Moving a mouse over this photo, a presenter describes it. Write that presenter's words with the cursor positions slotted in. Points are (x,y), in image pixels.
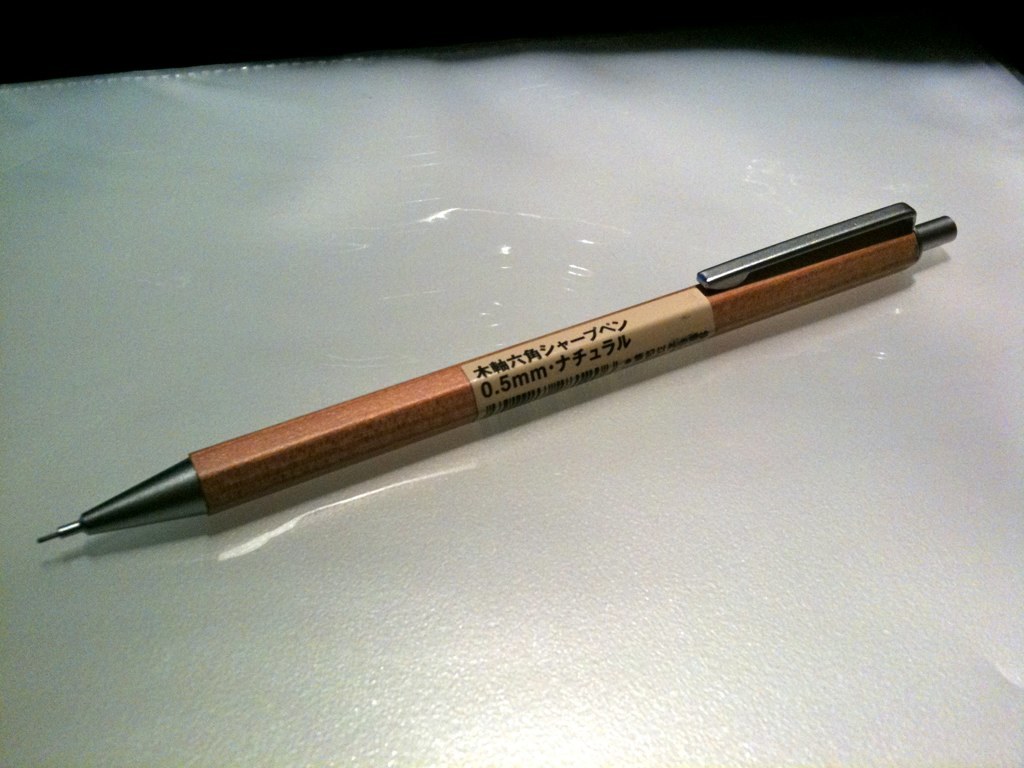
There is a brown color pen pencil (457,377) which is placed on a white surface (433,449).
